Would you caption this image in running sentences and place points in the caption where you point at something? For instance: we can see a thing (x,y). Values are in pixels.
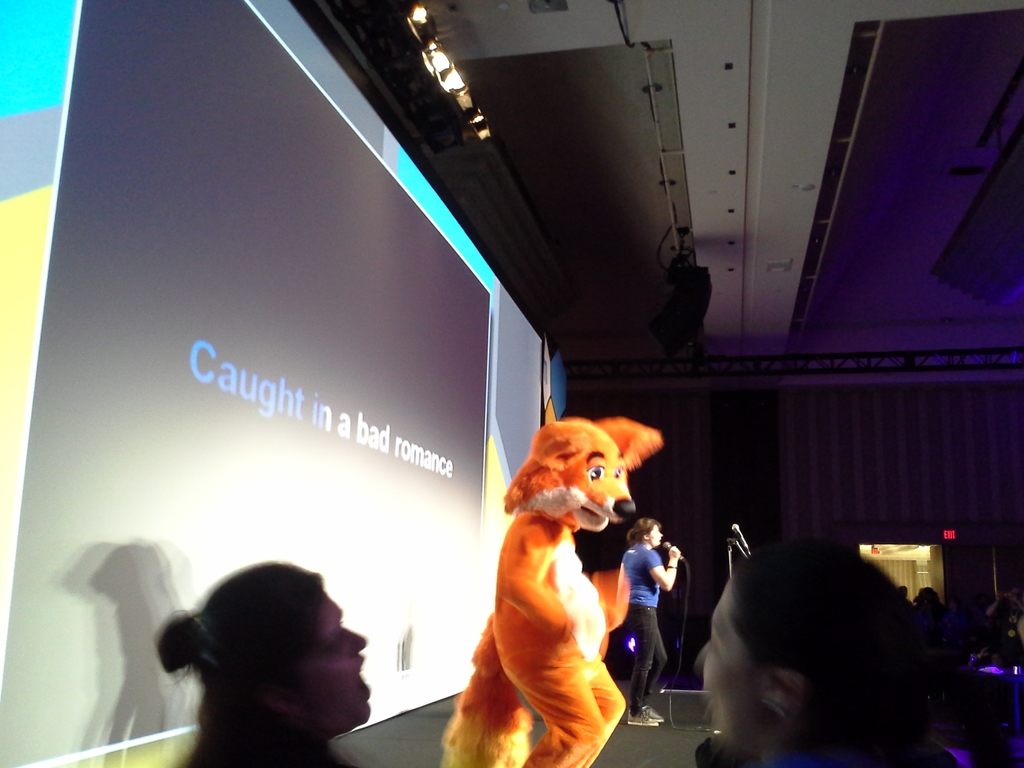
In this picture there are people (319,663), among them there is a woman (657,543) holding a microphone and we can see mascot (514,702), microphone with stand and screen (297,366). In the background of the image (818,476) we can see a board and wall (890,467). At the top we can see lights (413,16) and rods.
